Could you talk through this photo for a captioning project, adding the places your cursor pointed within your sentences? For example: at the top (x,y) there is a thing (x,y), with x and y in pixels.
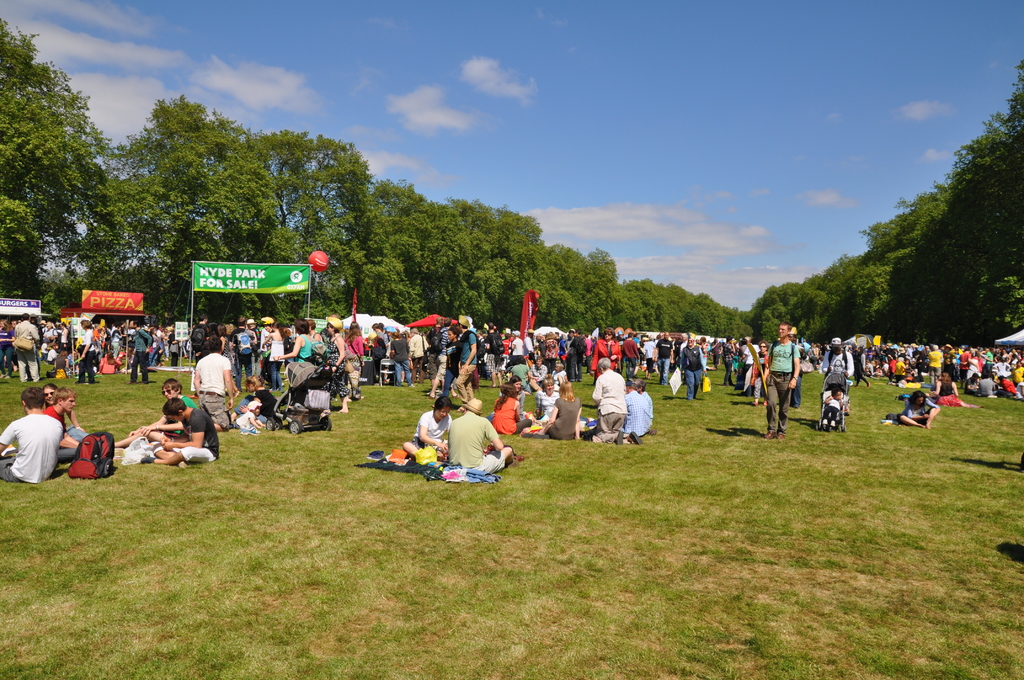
In this image we can see a group of people (576,400) and two trolleys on the ground (314,565). We can also see some grass (403,556), a banner (207,285) to the poles (193,282), a balloon (323,253), the flags (355,307), sign boards (87,306), a group of trees (514,297), some tents (71,307) and the sky (616,188) which looks cloudy.
